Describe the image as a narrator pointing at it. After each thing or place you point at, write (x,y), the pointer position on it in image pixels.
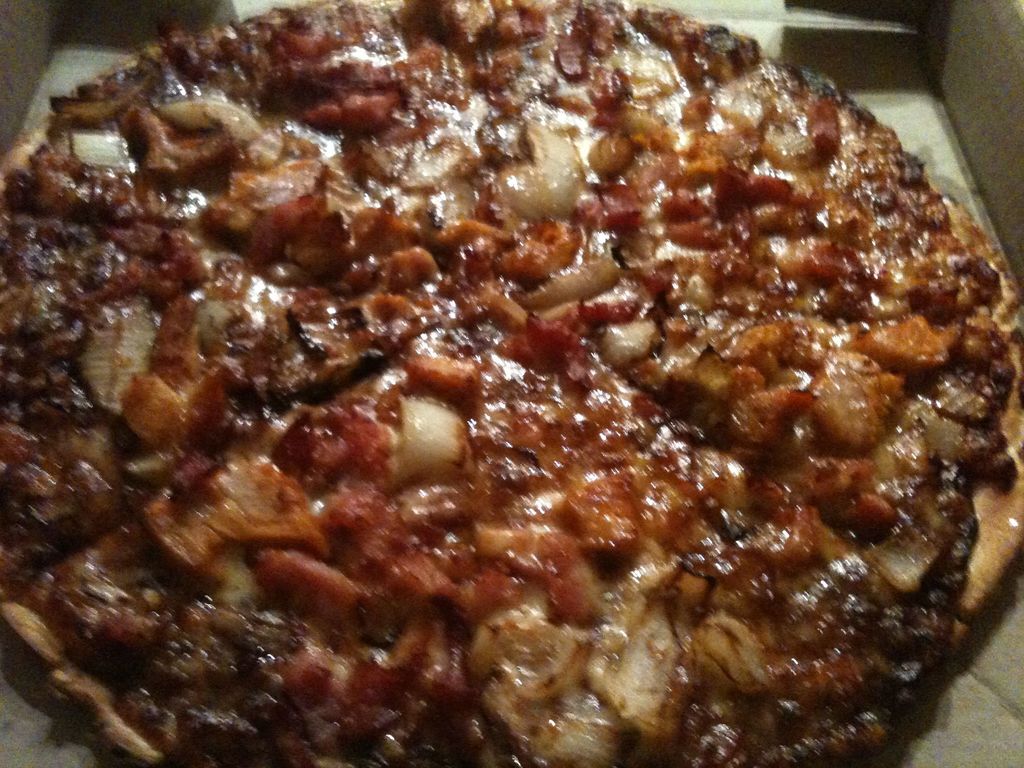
In this image we can see a pizza (567,560) with veggies (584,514).
